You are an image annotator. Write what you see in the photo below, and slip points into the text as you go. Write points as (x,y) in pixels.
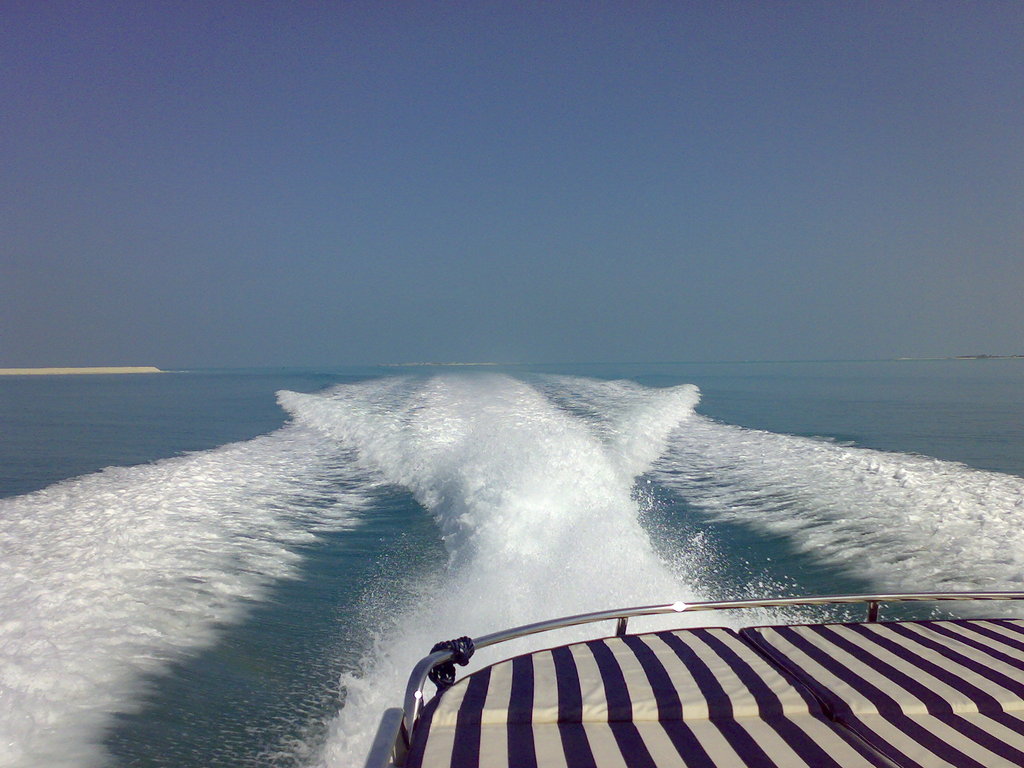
In this picture I can see a boat (538,678) on the right bottom of this picture (880,668) and I can see the water (461,425) around it. In the background (297,225) I can see the clear sky (451,160).
